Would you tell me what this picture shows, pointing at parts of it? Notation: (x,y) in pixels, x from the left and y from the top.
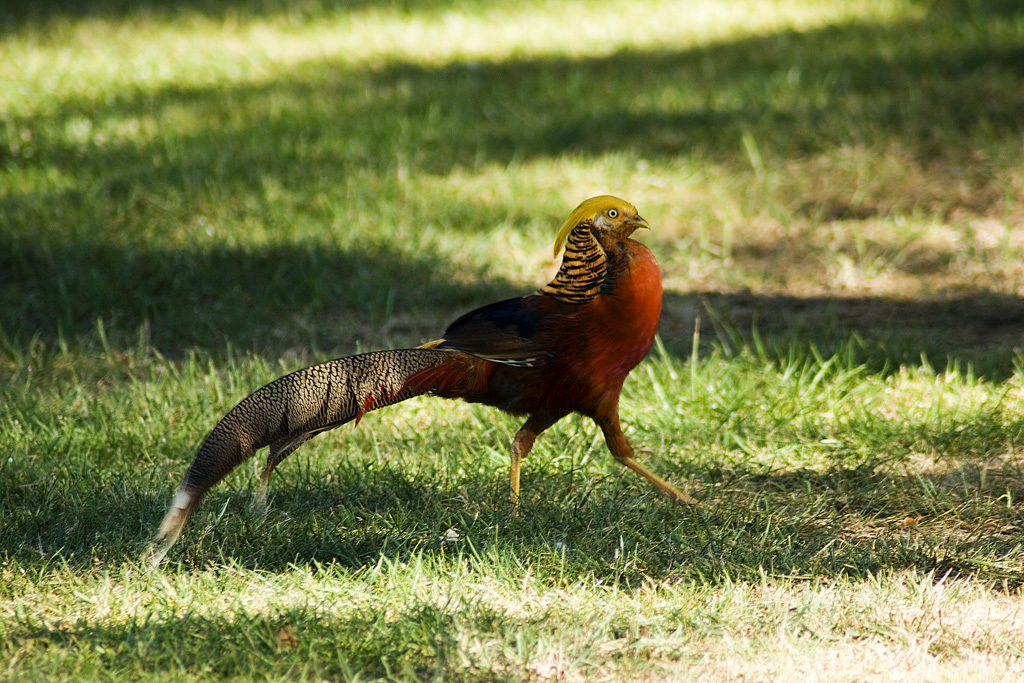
This image is taken outdoors. At the bottom of the image (550,554) there is a ground (804,464) with grass (455,189) on it. In the middle of the image (517,348) there is a bird (540,398) on the ground (588,516).
